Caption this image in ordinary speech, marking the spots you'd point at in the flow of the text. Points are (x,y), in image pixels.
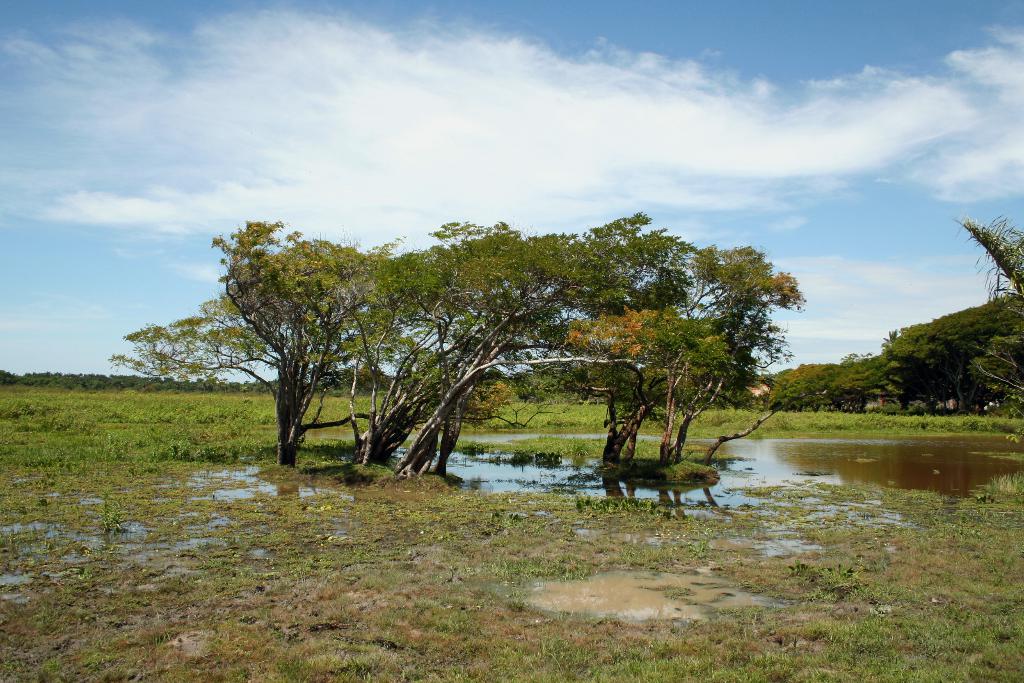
In this picture I can observe some water (507,481) on the land (769,494). In the middle of the picture (363,358) I can observe trees (418,350). I can observe some plants (151,418) on the ground (341,416). In the background (392,163) there are some clouds (422,116) in the sky (331,110).
